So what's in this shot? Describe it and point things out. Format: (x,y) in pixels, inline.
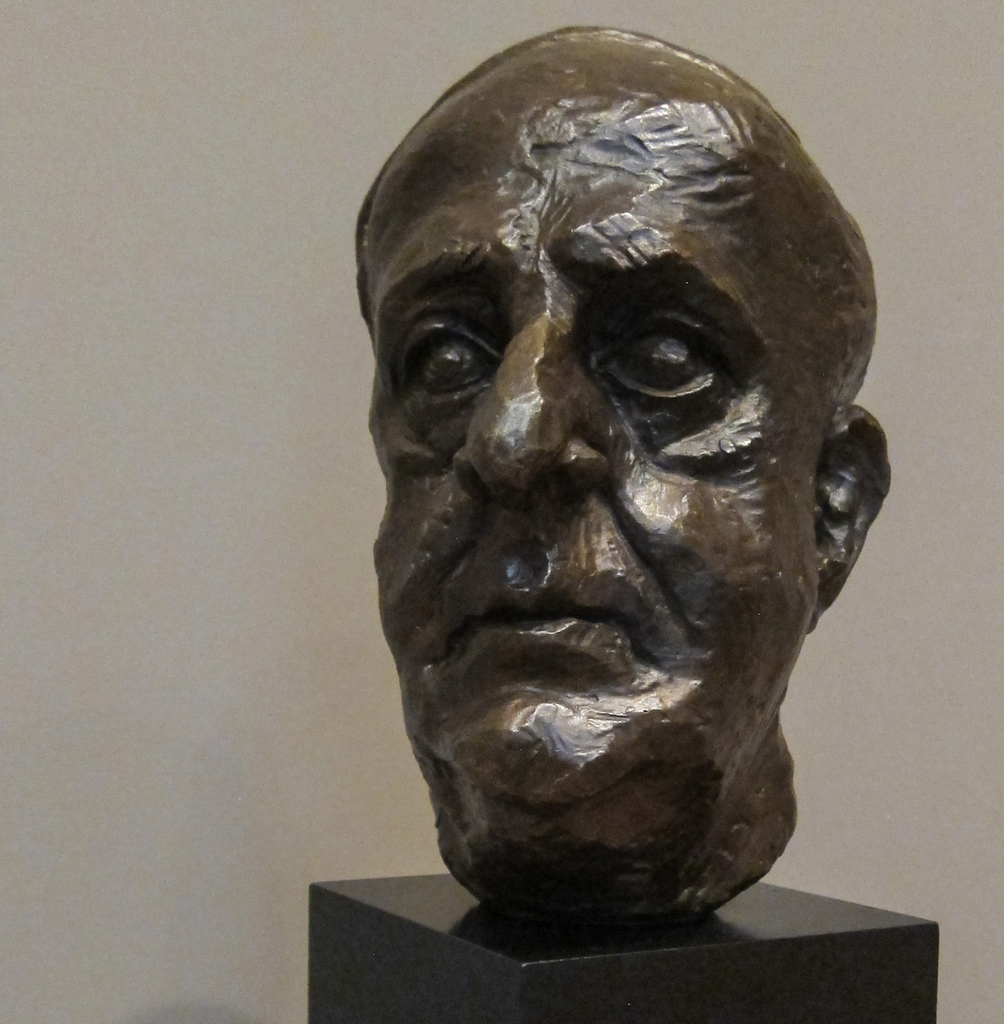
In this image I can see the statue (419,736) of the persons face (714,882) on the black color surface (862,1009) and I can see white color background (41,164).
